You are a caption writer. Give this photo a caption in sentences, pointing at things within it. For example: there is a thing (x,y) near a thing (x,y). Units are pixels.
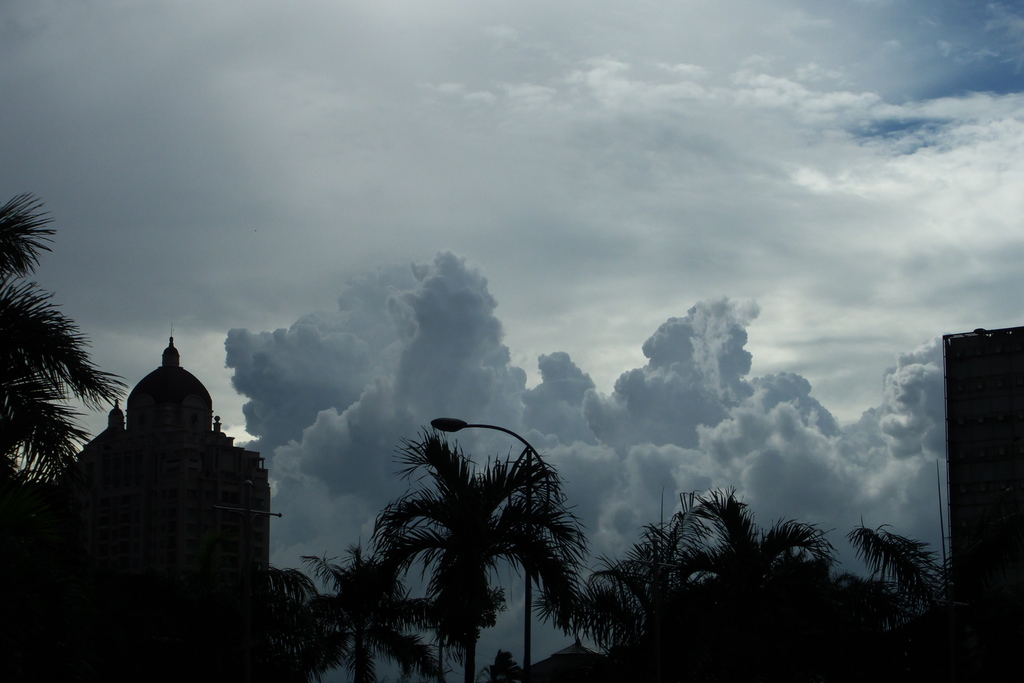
In this image I can see few trees (541,509), a street light (485,427), a building (212,471), clouds (282,358) and the sky (509,201). I can also see this image is little bit in dark from here.
